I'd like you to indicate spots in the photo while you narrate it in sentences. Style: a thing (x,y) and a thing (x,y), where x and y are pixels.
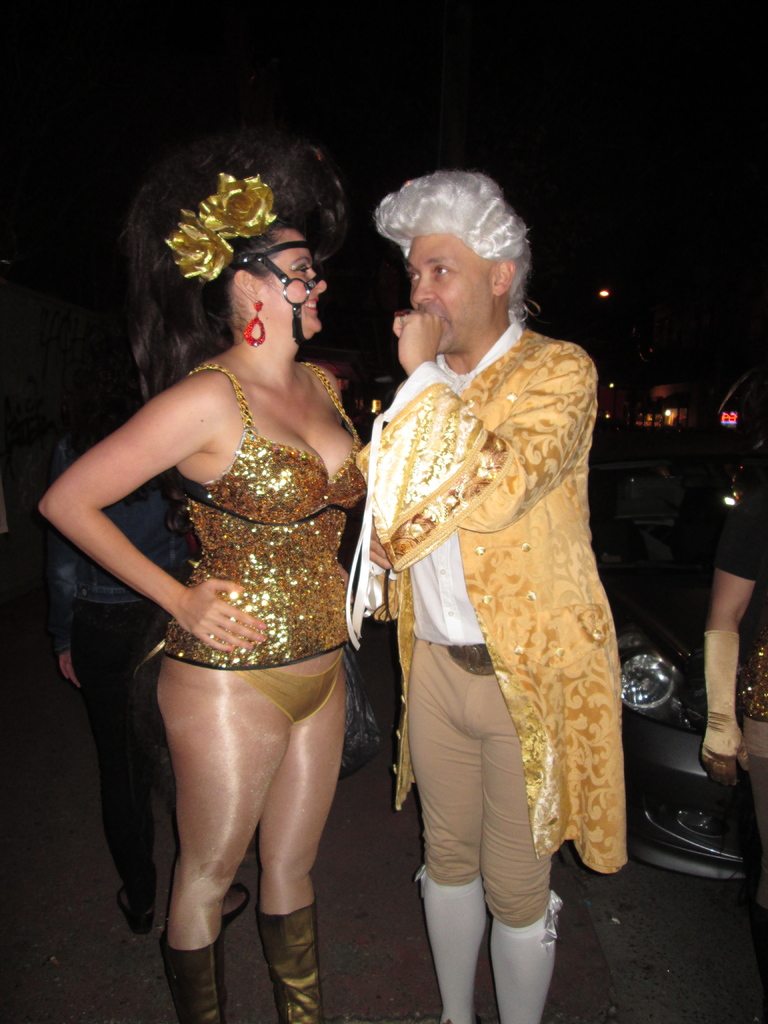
In this picture, there is a woman (328,413) at the left side of the image (255,690) and there is a man (600,796) at the right side of the image (589,846), they both are in a costume (308,544), and there is a car (656,575) at the right side of the image (652,597) and it is a night time.
